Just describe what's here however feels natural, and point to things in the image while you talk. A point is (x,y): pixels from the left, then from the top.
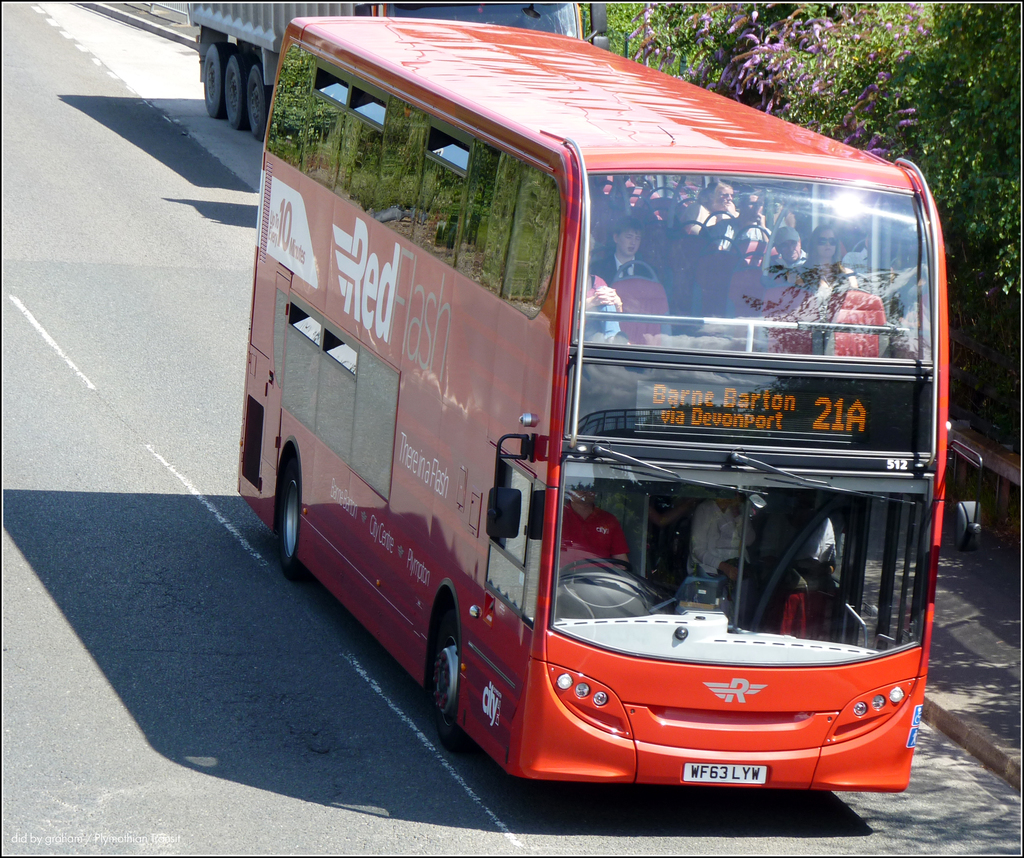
In the image there is a bus (740,695) on the road (185,561) and behind the bus (322,47) there is another vehicle (301,12). On the right side (989,615) there is a footpath (978,655) and trees (809,118).
